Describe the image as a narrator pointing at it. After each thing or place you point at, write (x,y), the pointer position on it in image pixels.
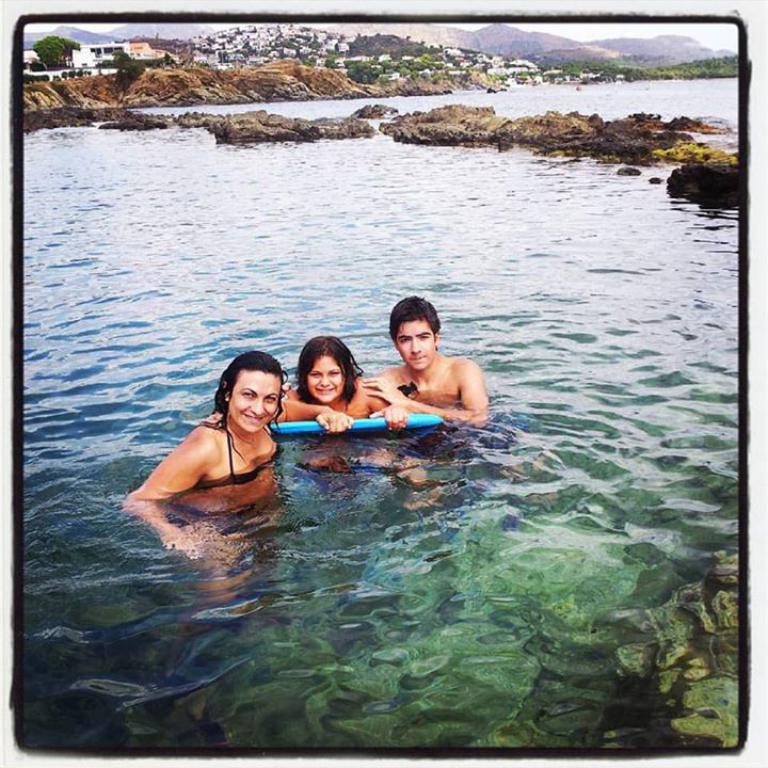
There are people (421,404) in the water (499,545) and holding a board (307,424). In the background (359,53) we can see trees (366,75), buildings (167,52) and sky (706,35).
